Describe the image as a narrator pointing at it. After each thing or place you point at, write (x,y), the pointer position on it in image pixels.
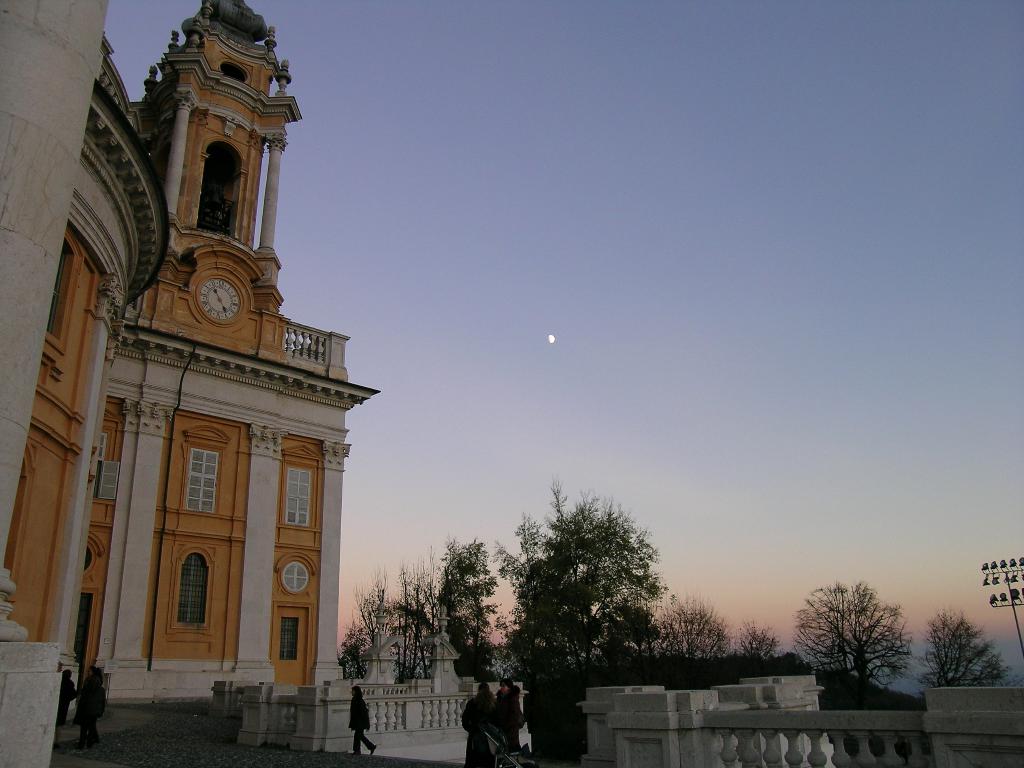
In this picture we can see a few people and some fencing (882,742). There is a building (63,584) and a clock (234,289) is visible in it. We can see a few trees (810,620) and some lights (1022,560) on the right side (937,618).
